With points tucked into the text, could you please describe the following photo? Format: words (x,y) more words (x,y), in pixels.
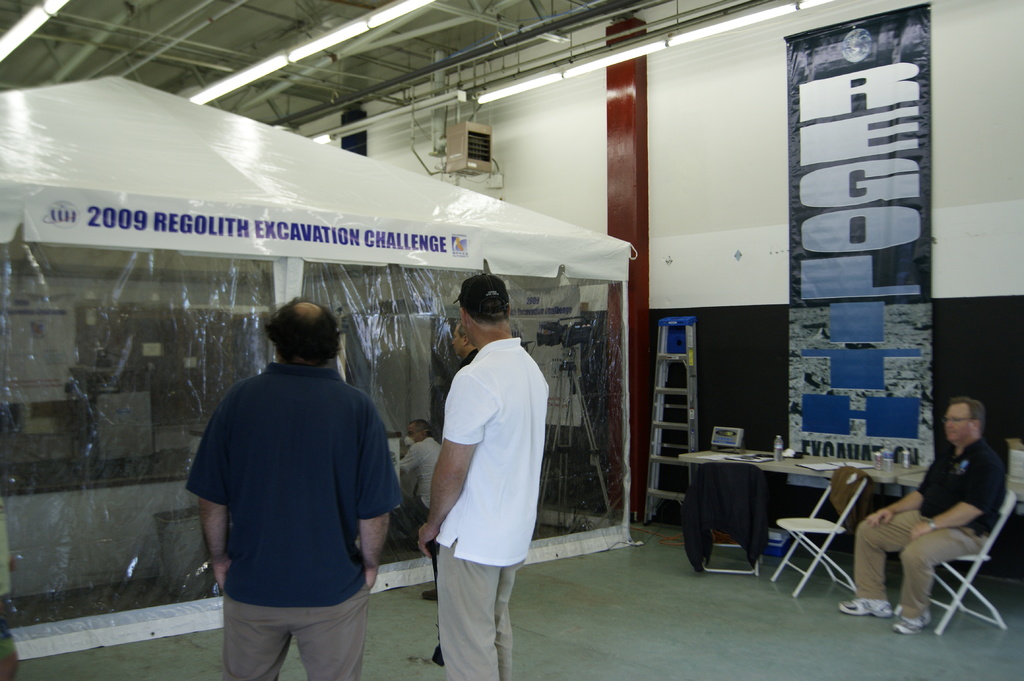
As we can see in the image, there are five people (328,525). These three are standing and these two persons (430,474) are sitting. On the right side (789,525) there are two chairs (846,529), a table (808,472). On table (797,463) there is a bottle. On the right side (863,34) there is a big banner (859,292). On the top (628,60) there are lights (558,72).
